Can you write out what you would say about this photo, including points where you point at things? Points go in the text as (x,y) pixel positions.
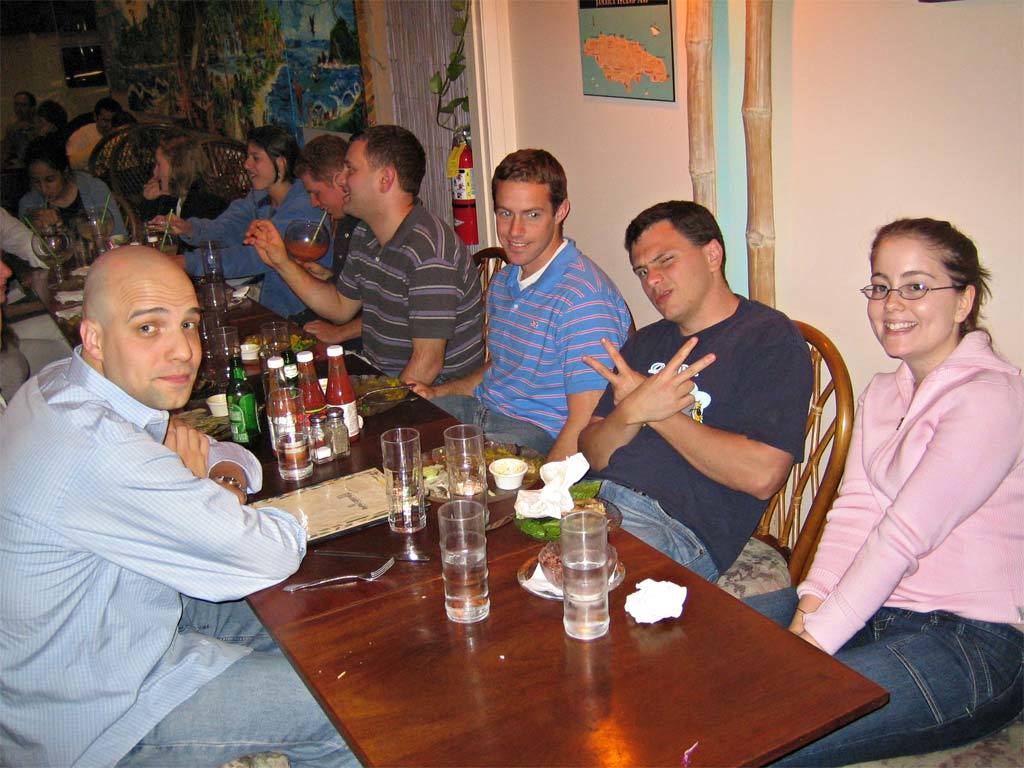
I can in this image a group of people (713,466) are sitting in front of a table (537,629). On the table (538,645) we have few glasses (288,419), bottles (268,415) and other objects (365,507) on it. I can also see there is a wall (815,94), door (488,188), fire extinguisher (464,184) and other objects (283,35) in the background (361,66).
